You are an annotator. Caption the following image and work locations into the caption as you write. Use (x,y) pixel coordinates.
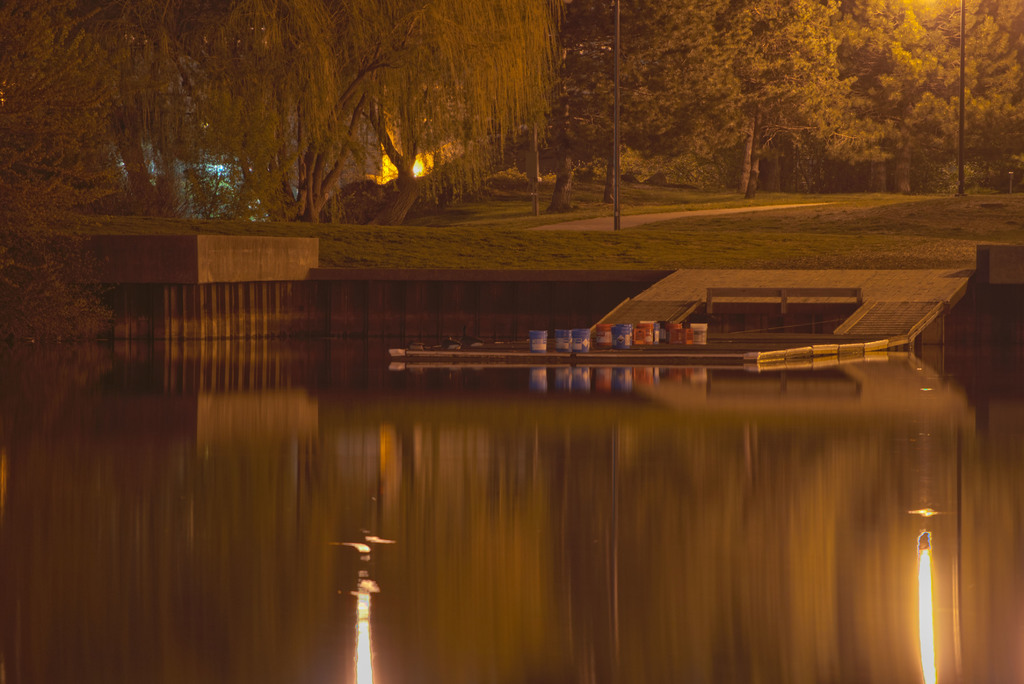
In this image there is a river (440,510), there is grass (598,242), there is pole (615,37), there are trees (328,2), there are objects (629,327) on the floor (759,341).
